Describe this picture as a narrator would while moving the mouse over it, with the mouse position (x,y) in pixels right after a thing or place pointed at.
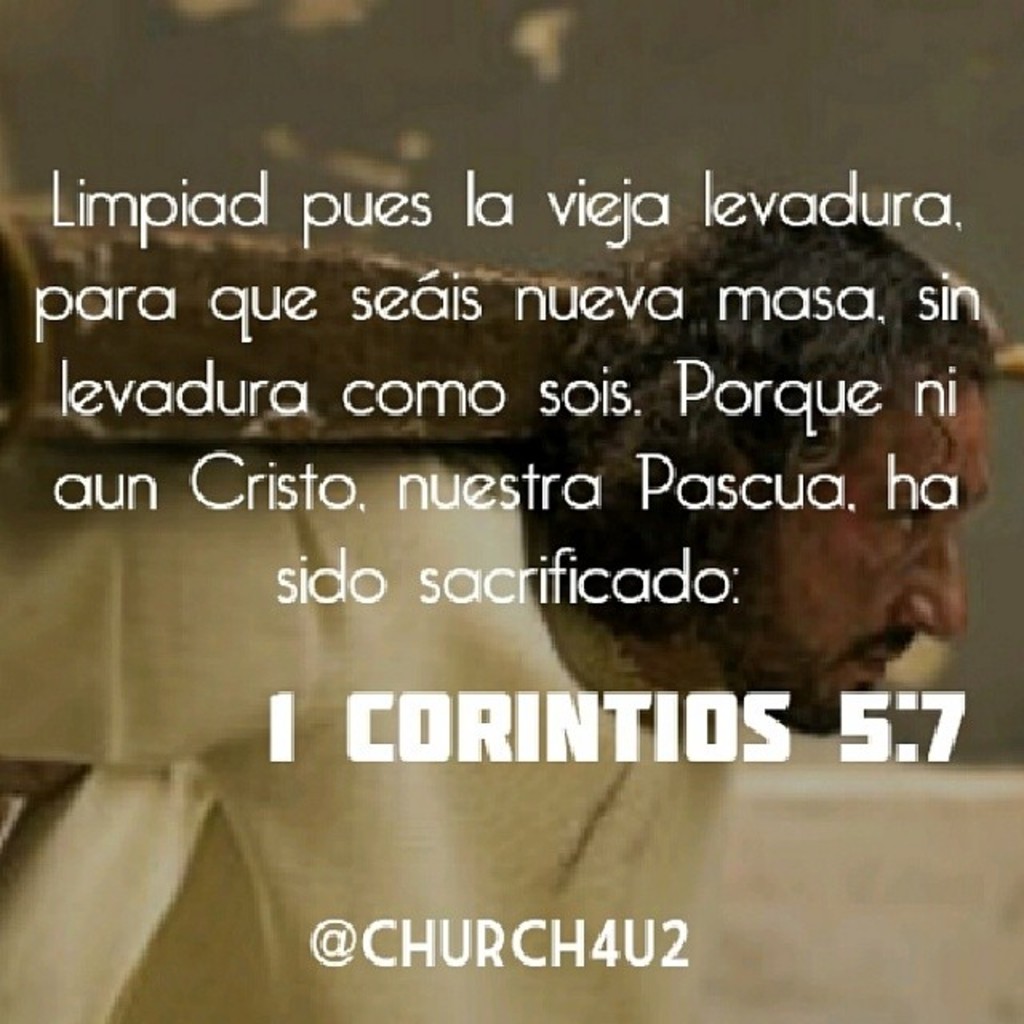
In this image in the foreground (449,491) there is some text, and in the background (632,586) there is one person (732,353) who is carrying something.
